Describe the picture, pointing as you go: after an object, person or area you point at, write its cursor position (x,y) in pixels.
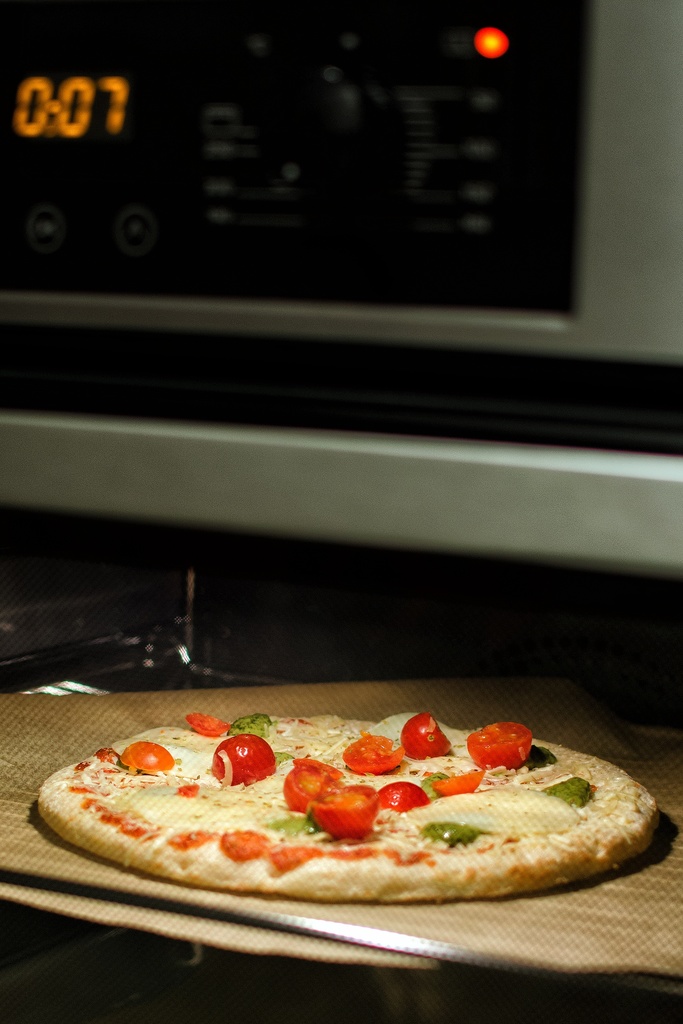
In this picture, we can see a pizza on the surface (646,953) and at the top of the picture (53,24) we can see a micro oven (296,407).
